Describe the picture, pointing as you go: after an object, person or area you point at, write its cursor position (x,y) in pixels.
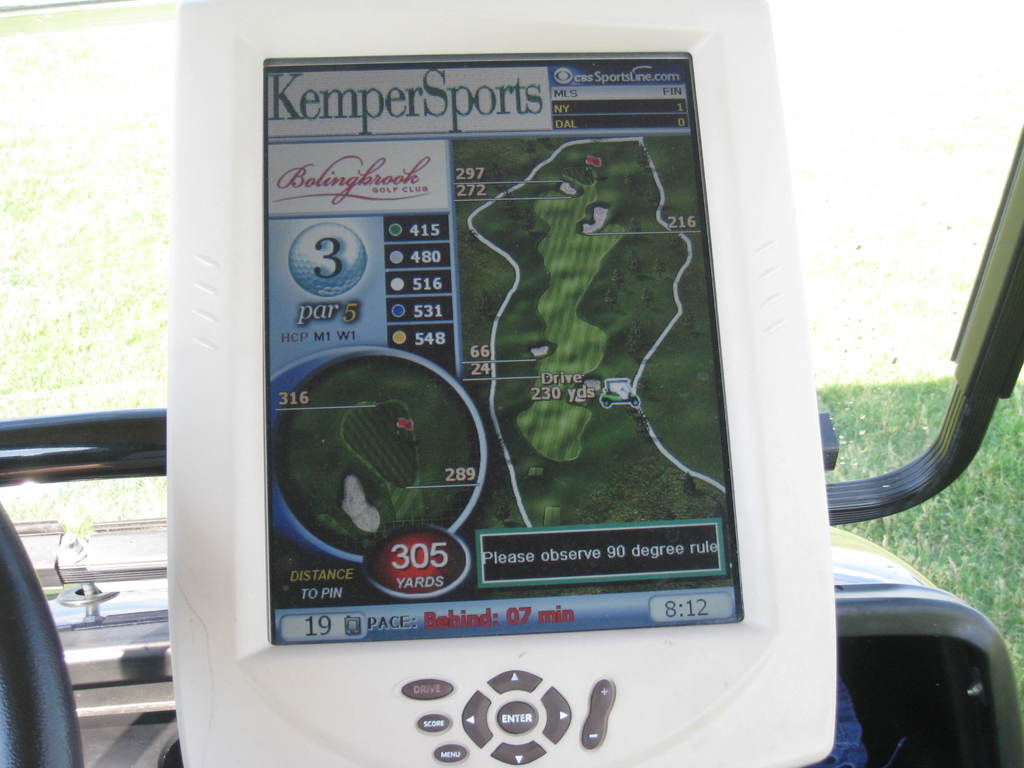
This is inside a vehicle (49,456). In this there is a device (467,612) with buttons (520,718) and screen (547,383). In the back (933,501) there is grass (972,523).
